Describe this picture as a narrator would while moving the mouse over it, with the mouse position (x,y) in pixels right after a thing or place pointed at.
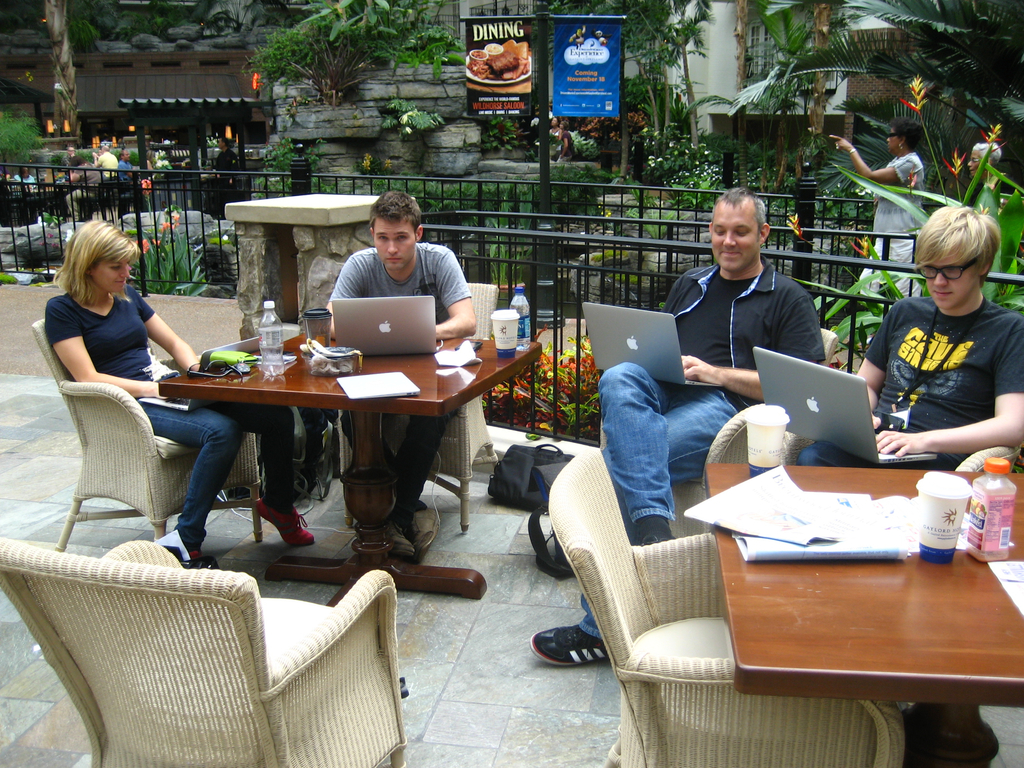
In this image we can see a four people (760,296) sitting on the chair (737,416). On the table (265,377) there is a bottle (274,353), book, cup (308,325), laptop (372,307). At the back side (380,60) there are trees (362,40) and a building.
